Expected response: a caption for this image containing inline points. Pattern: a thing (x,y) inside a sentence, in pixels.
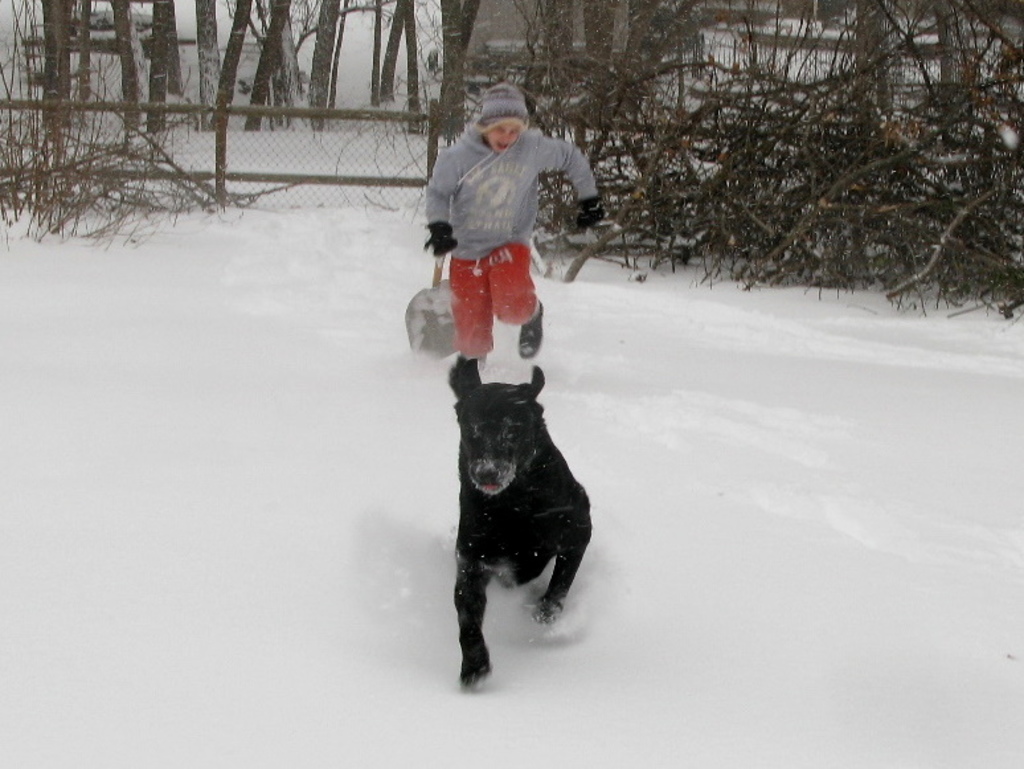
In this picture I can see a dog (511,424) and a human (514,291) running and I can see snow (681,590) on the ground (67,299) and few trees (412,19) in the back (750,43).
